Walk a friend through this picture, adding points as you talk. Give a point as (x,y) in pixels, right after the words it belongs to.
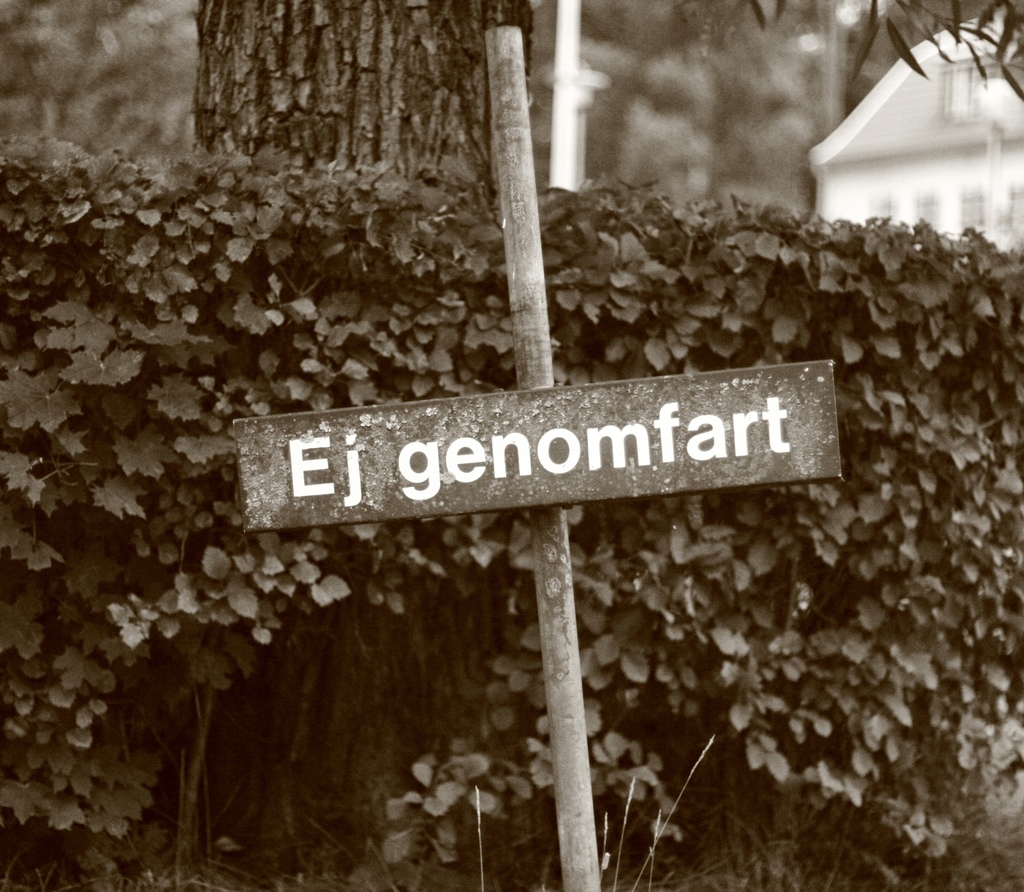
In this image we can see the written text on the board (478,492), wooden stick (565,714), plants (418,535), trees (264,114), we can see the house (974,118) in the background (894,114).
